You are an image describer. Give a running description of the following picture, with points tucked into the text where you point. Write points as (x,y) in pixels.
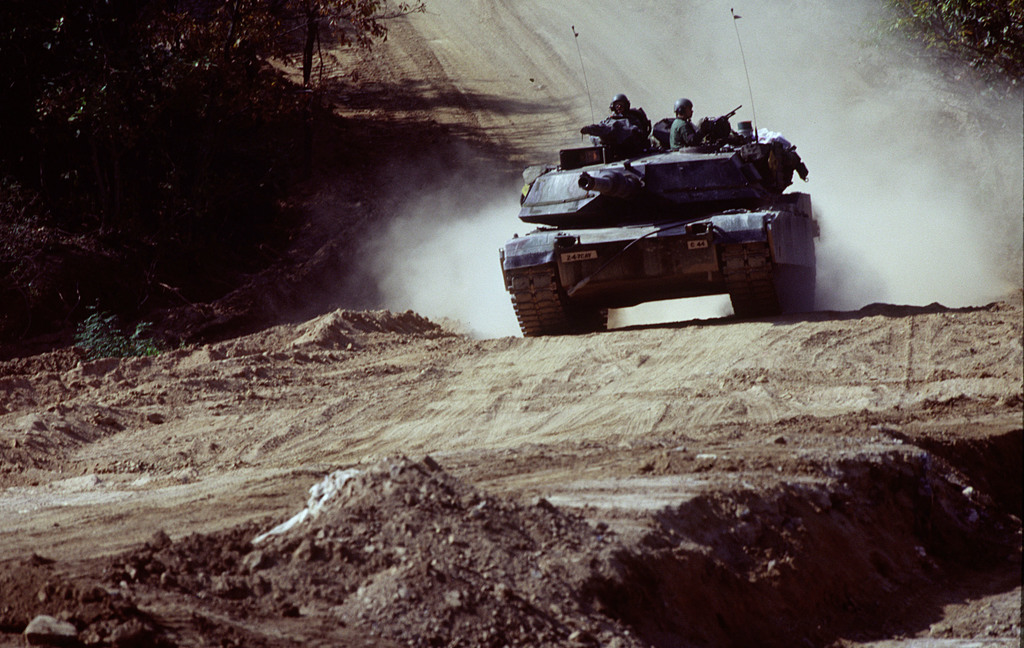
In this picture there is military tank (525,313) running on the ground (622,342). Behind there is a white smoke (863,189). On the left side (177,122) there are some trees (177,122).
